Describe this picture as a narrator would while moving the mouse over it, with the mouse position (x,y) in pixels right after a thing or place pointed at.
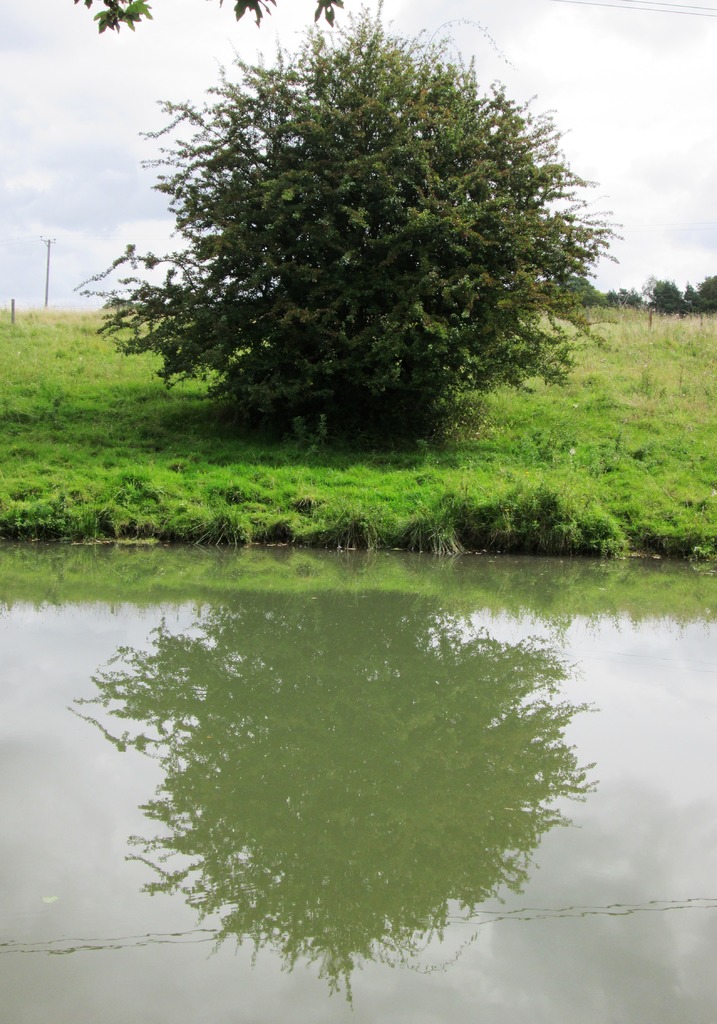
In this image, we can see trees (373,198) and poles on the ground (453,456) and at the bottom (335,749), there is water (284,705).
